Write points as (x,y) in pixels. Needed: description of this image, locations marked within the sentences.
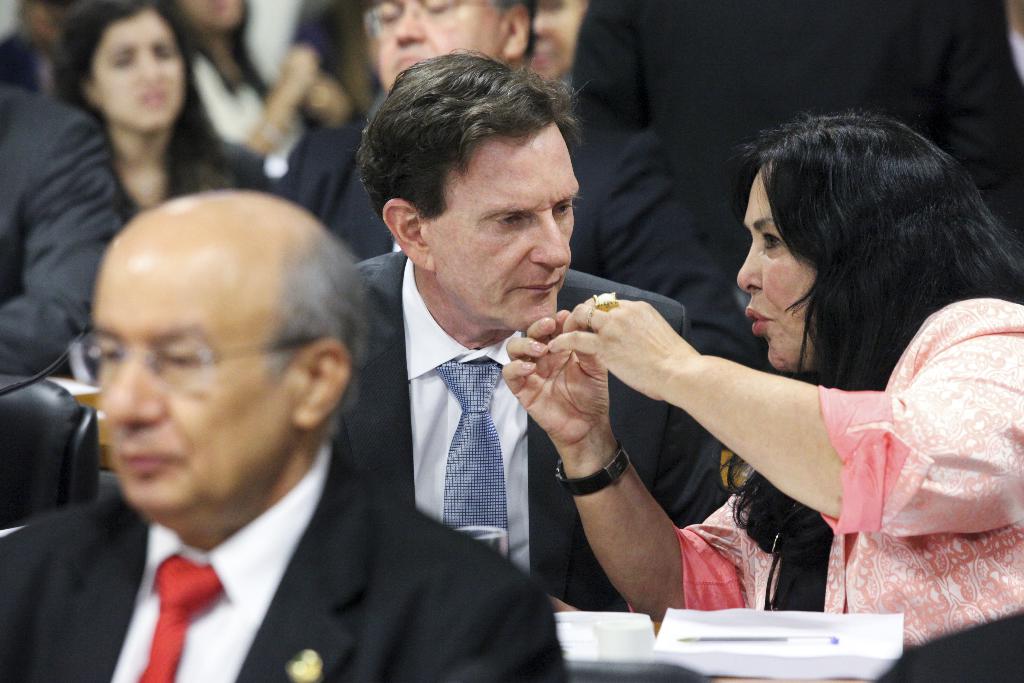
In this image we can see a group of people (555,181) sitting. We can also see a mic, some papers (584,657), pen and a glass (623,635) placed on the table (795,679) and a person (622,44) standing.
